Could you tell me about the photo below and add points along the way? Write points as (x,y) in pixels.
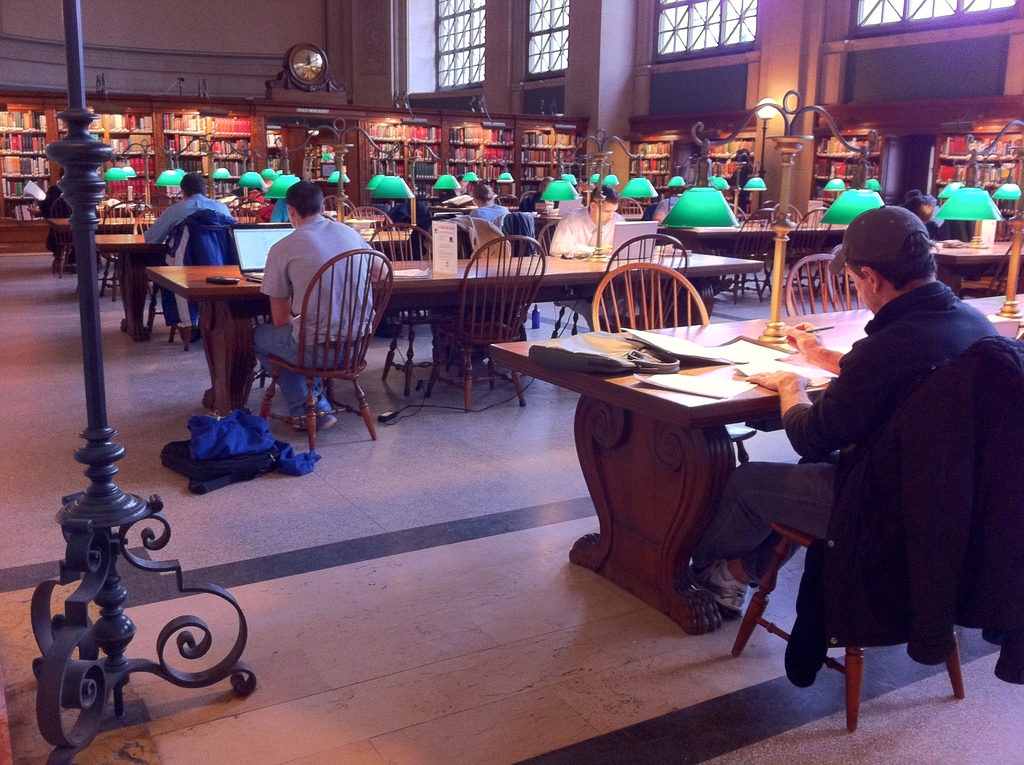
Here we can see people (267,342) sitting on chairs (282,365) with tables (736,411) in front of them with some of them operating laptops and some of them having books (777,366) in front of them and around them we can see bookshelves (544,142) present and there are big windows (473,47) as we can see on the right side (851,24) and this is probably looking like a library (137,461) and there are lamps (400,182) present on each table (750,401).
